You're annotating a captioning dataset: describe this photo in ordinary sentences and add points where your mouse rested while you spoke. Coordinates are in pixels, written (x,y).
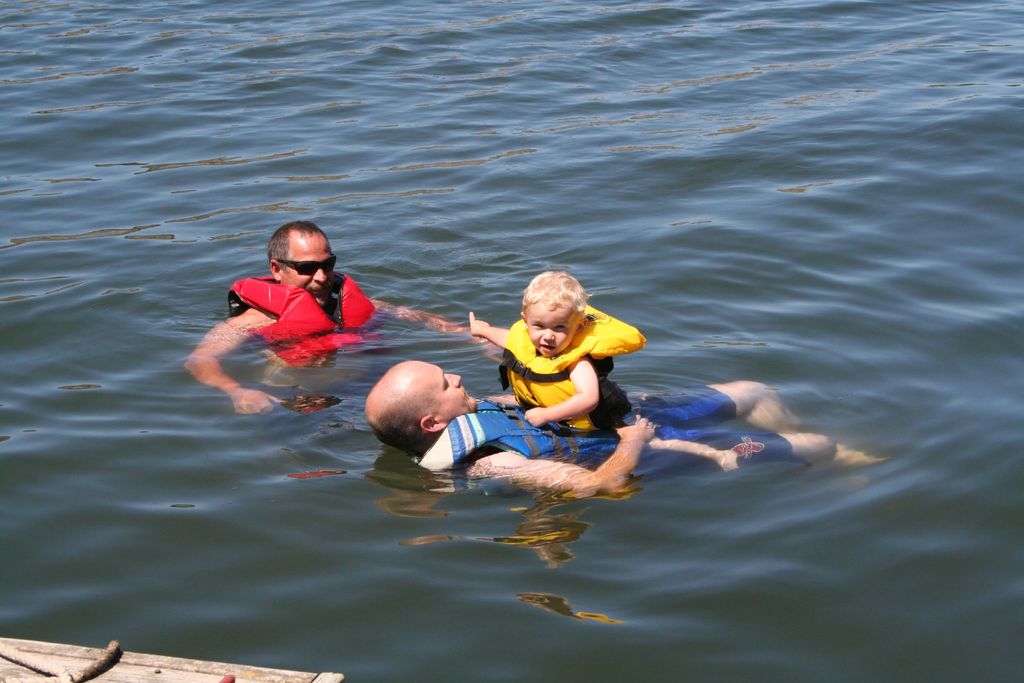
In the image there are two men (422,380) and a kid (539,391), three of them are swimming in the water (416,328).
